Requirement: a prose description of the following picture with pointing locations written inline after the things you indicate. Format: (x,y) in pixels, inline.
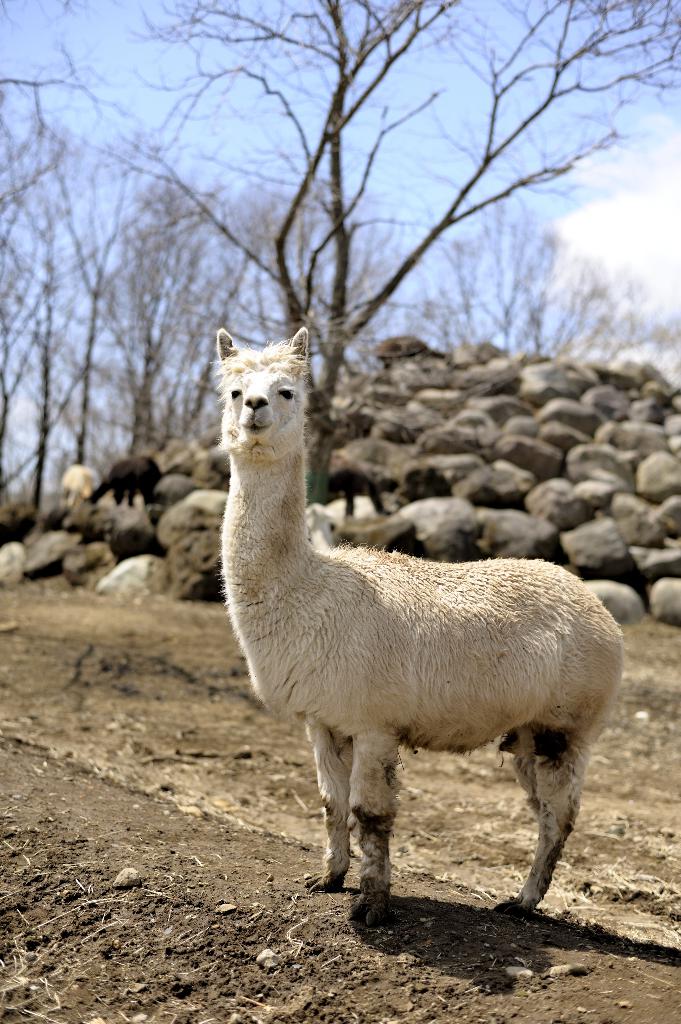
In this image I can see an animal (410,632) in white color. Back I can see few rocks (533,385), dry trees (386,58) and sky (238,172) is in blue and white color.
